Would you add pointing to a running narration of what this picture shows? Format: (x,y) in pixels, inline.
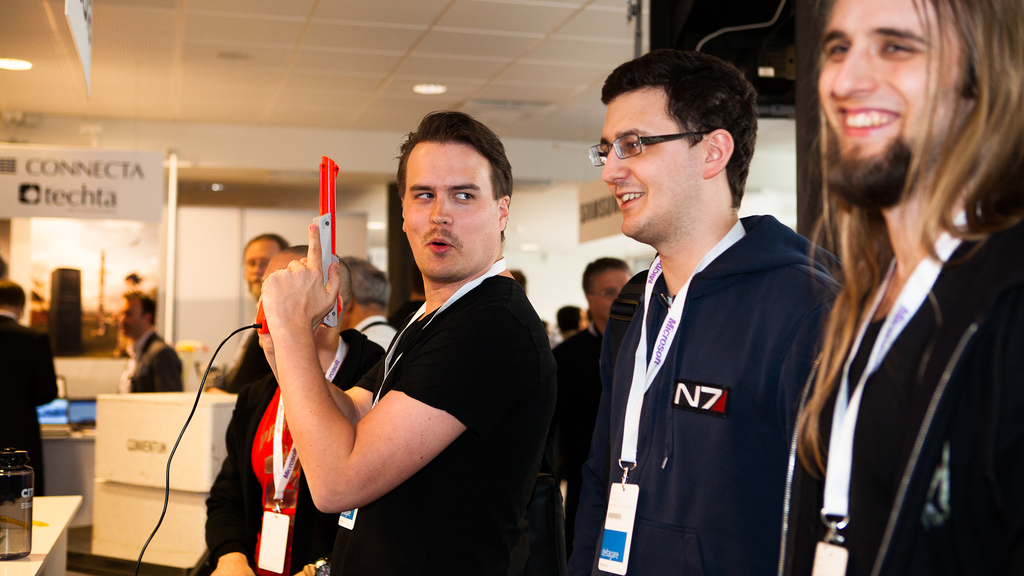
In this image there are group of persons (477,443) truncated towards the bottom of the image (858,533), there is a person (889,265) truncated towards the right of the image (956,200), there is a table (64,522) truncated towards the bottom of the image (63,506), there is an object (27,502) on the table (52,520), there is a person (20,383) truncated towards the left of the image (20,339), there is a board (51,186) truncated towards the left of the image (63,193), there is text (70,181) on the board (67,177), there is an object (150,483) on the ground (88,543), there is a person (317,235) holding an object (336,221), there is a wire (230,335) truncated towards the bottom of the image (157,520), there is wall (540,226), there is a board (80,26) truncated towards the top of the image (74,13), there is a roof (246,50) truncated towards the top of the image (681,19), there is an object (695,22) truncated towards the top of the image (708,29), there is a wire (733,30) truncated towards the top of the image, there are lights (19,66) on the roof (112,70).
